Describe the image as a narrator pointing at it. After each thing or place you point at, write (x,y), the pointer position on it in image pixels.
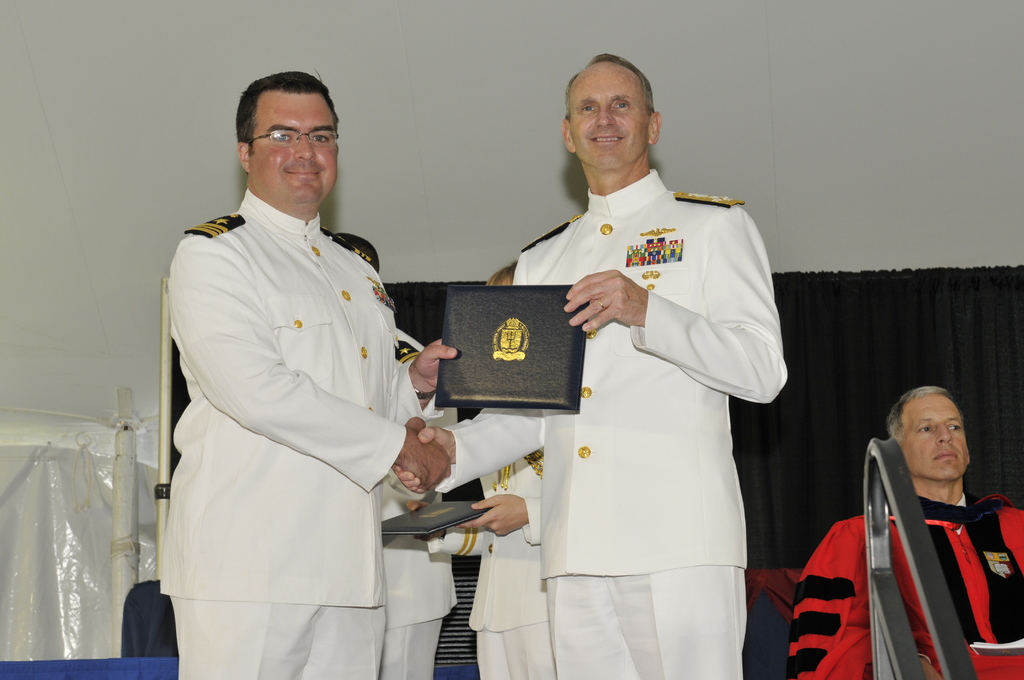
There are four people (297,427) standing and holding books (475,511). Background (890,303) we can see wall (163,258) and curtain (800,286).
